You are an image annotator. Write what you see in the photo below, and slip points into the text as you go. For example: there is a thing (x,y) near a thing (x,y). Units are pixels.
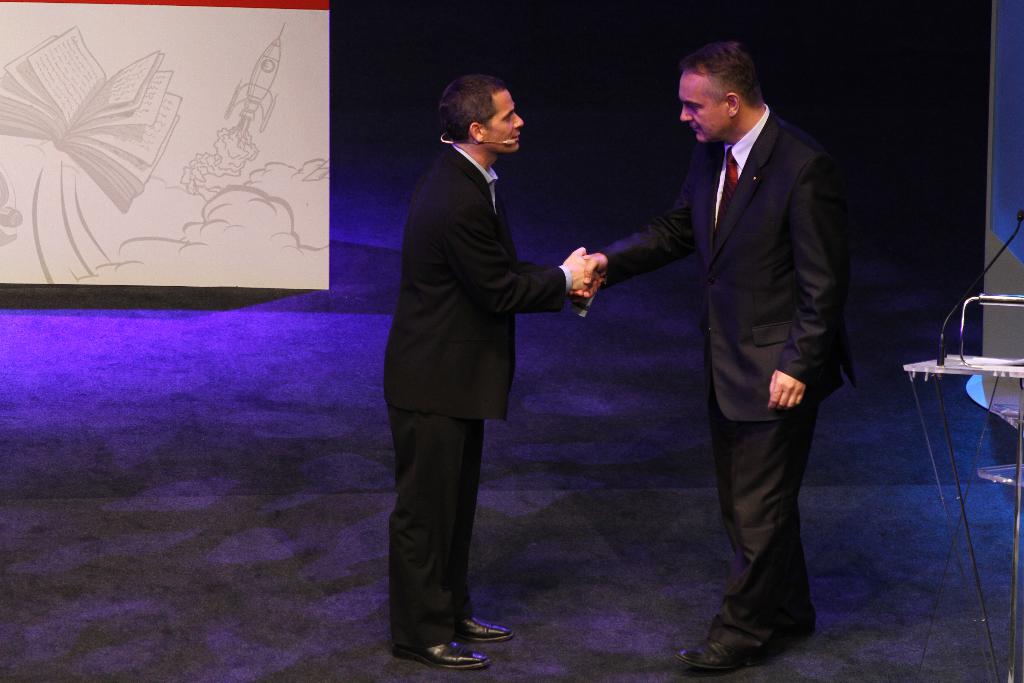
This image consists of two persons (758,294) wearing black suits (445,441). At the bottom (601,639), there is a floor (277,537). On the left (122,152), we can see a board (181,119) on which it looks like a drawing (147,148). The background (939,113) is too dark. On the right (945,362), it looks like a stand (973,358).
